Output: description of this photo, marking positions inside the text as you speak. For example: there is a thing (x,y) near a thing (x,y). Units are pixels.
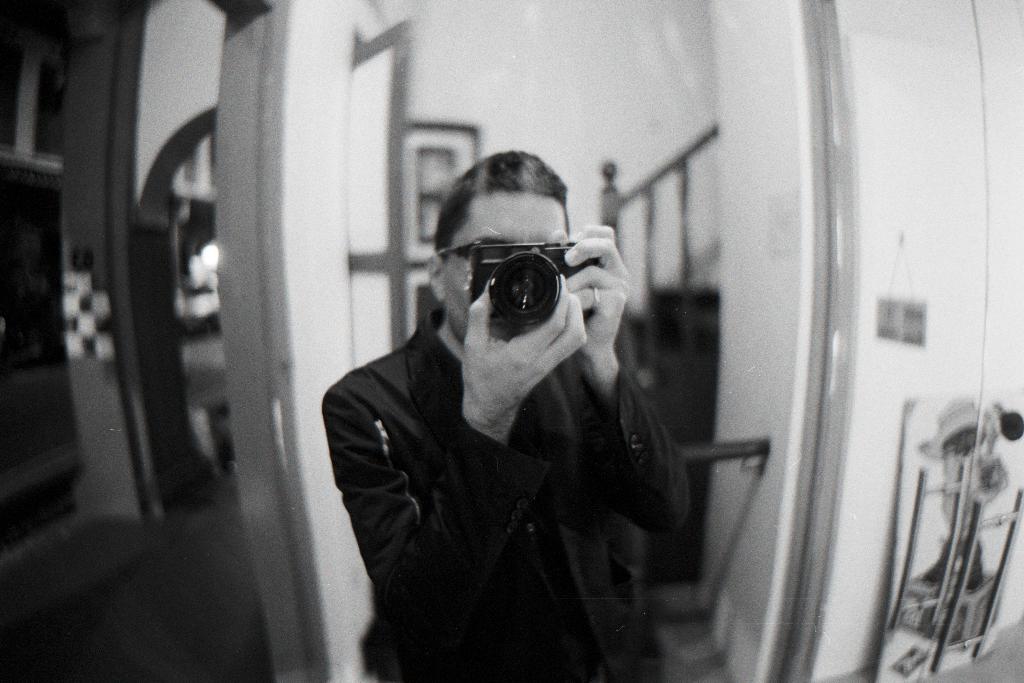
In this i can see a person (551,334) standing and holding camera (536,285) he is wearing a black dress (413,469), at the background (327,213) i can see a wall (316,197), a window (364,153) and frame (459,140) attached to a wall (724,313) and stairs (664,351) at right (688,335).
